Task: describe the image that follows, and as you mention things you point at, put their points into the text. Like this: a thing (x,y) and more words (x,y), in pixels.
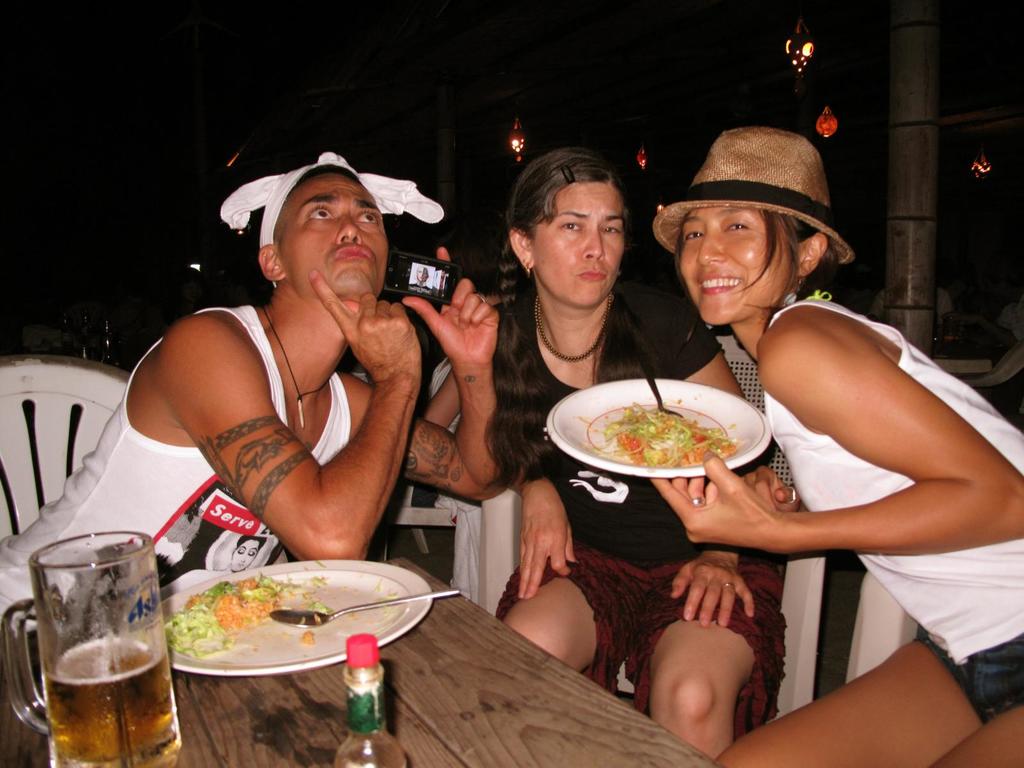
3 people (955,612) are sitting. The person (741,505) at the right (780,517) is holding a plate (626,463). There is a table (490,671) on which there is a plate (226,665), spoon (284,616) on it, glass (53,579) and a bottle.
